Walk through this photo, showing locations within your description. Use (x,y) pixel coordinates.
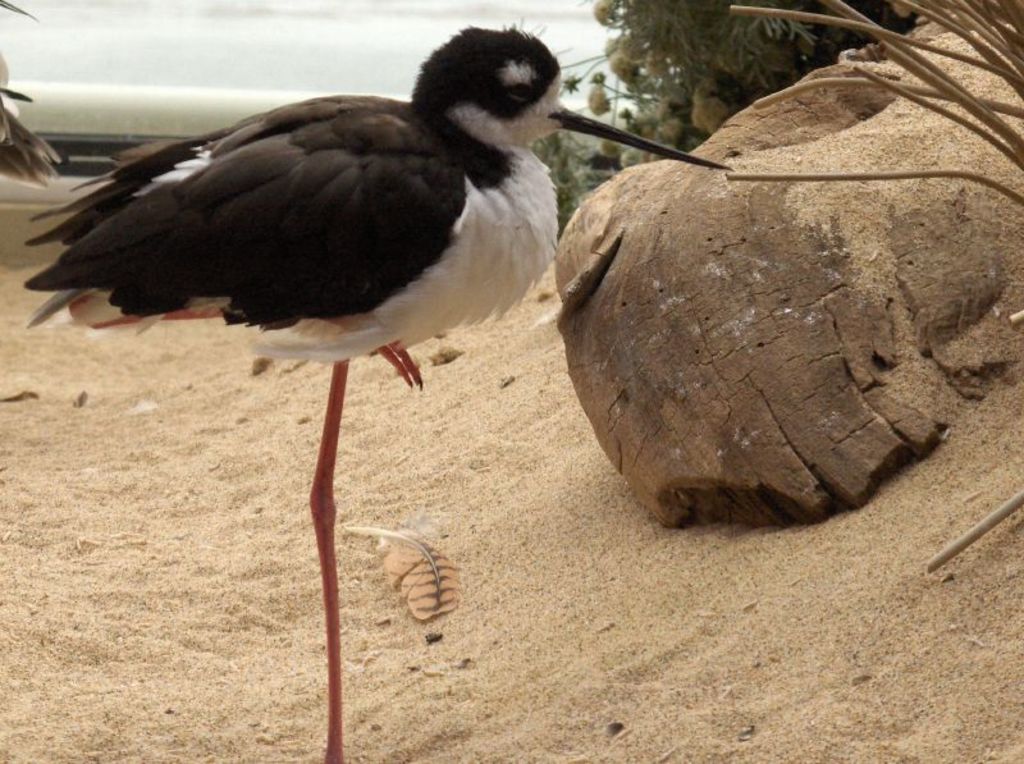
In this picture I can see a bird (391,224) standing in front (275,257) and I see that, it is of white and black color. I can also see the sand (399,384) and few plants (643,56) in the background (916,123).
